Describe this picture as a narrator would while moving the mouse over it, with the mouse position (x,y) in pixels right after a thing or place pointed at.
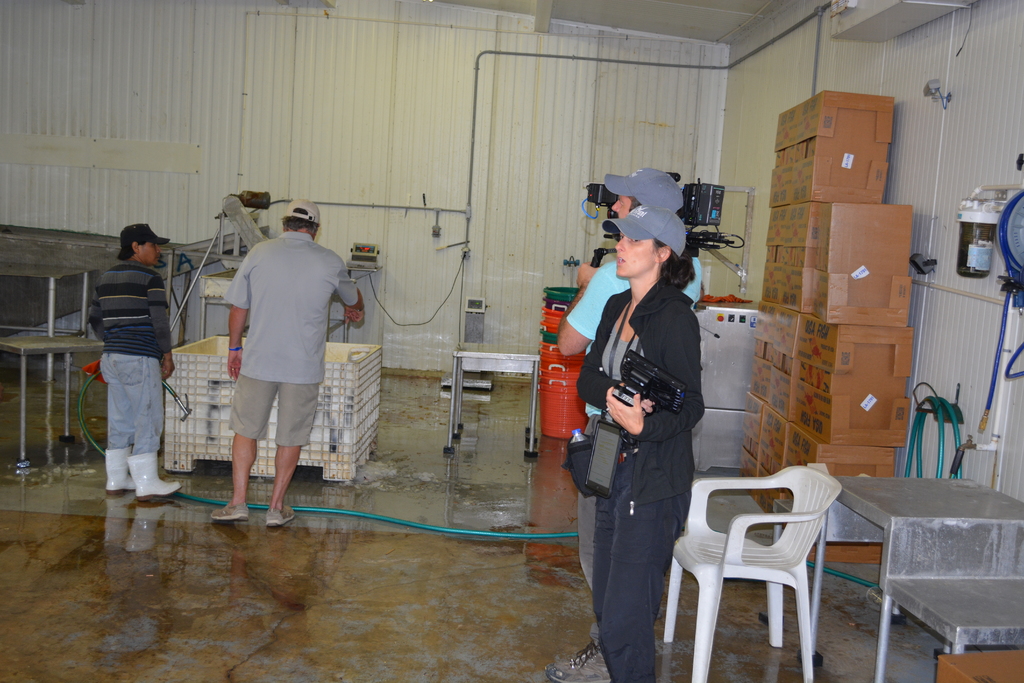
There are four people (671,269) in a room (383,189). In the right side (697,293) we have two persons (644,257). They both are wearing caps (607,234), and holding camera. We can see in the background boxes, system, bucket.
